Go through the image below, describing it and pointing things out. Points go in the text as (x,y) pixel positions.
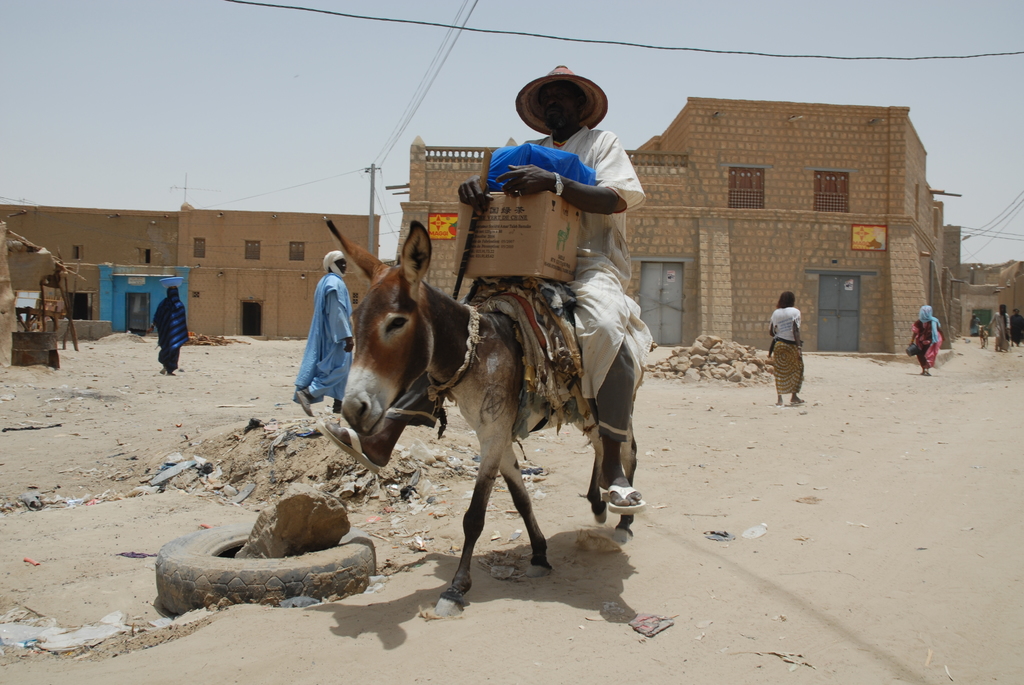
In this image there is the sky (309,92) towards the top of the image (875,26), there are buildings (772,235), there are doors (828,278), there is ground (438,585) towards the bottom of the image (135,531), there are objects (275,505) on the ground (220,456), there are a group of persons (919,325) walking, there is a donkey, there is a man (577,152) sitting on the donkey (596,426), there is a box (542,225) on the donkey (499,412), there is text (509,225) on the box (517,217), there is a pole (371,230), there is a wire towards the top of the image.
